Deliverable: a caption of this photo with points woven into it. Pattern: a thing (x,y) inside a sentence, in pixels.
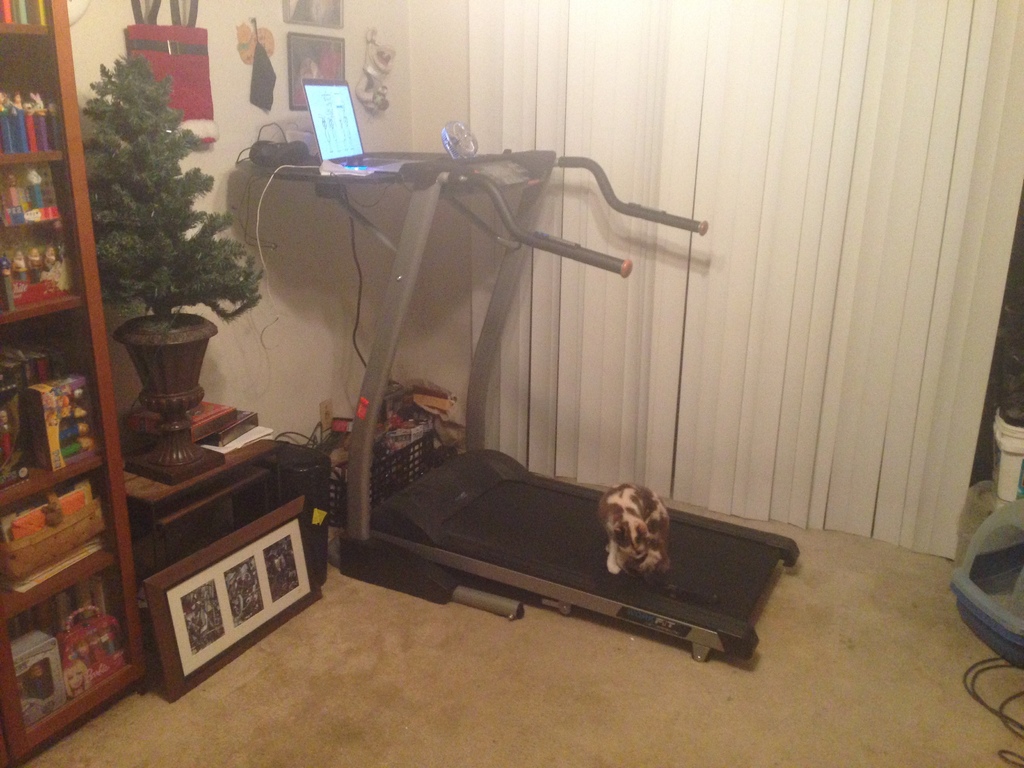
Inside view of a room (342,510). This is a treadmill (509,267). The curtain (750,76) is in white color. Rack (40,59) with books (77,552) and toys (46,433). Plant (152,245) is on table (234,475). Photo (238,566) with photo frame (221,558). Basket (388,477) with things (396,432). Screen (324,111). Animal (640,543) on treadmill (685,524).
